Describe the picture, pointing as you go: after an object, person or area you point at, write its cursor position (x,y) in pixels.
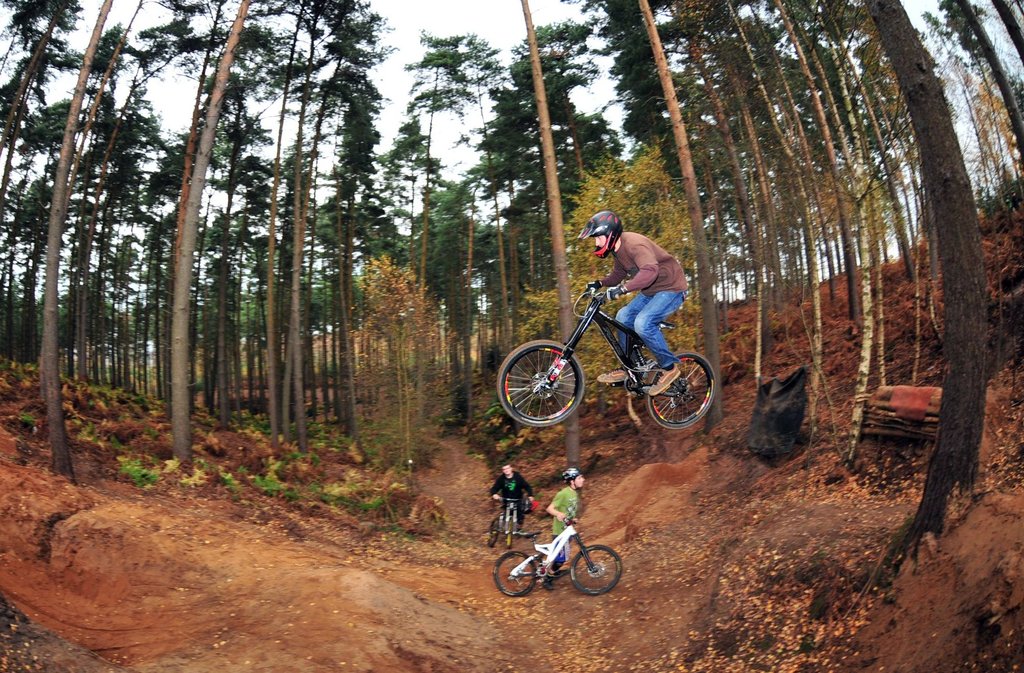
In this image, we can see people (556,500) and bicycles (528,420). There are some trees (502,320) in the middle of the image (404,423).
